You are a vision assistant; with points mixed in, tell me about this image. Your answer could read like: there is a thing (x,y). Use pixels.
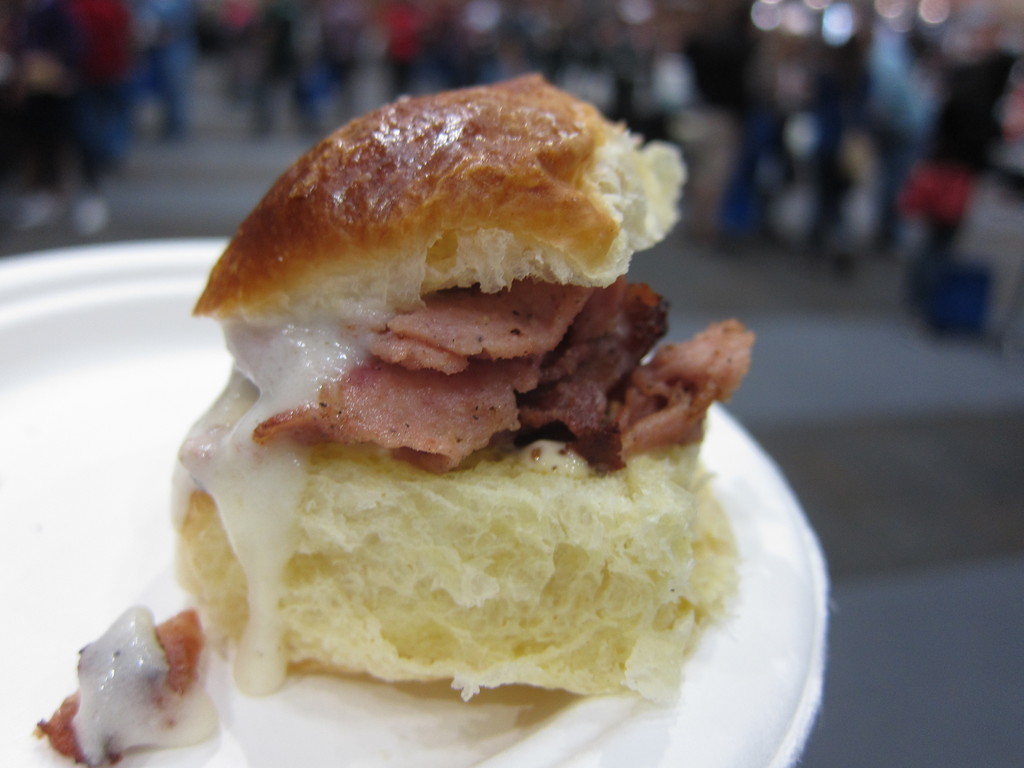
In the foreground of this picture (539,565), there is a sandwich (351,388) and a cream (237,489) on it is placed on a white platter (778,634). In the background (837,118), there are persons (352,58) blurred.
